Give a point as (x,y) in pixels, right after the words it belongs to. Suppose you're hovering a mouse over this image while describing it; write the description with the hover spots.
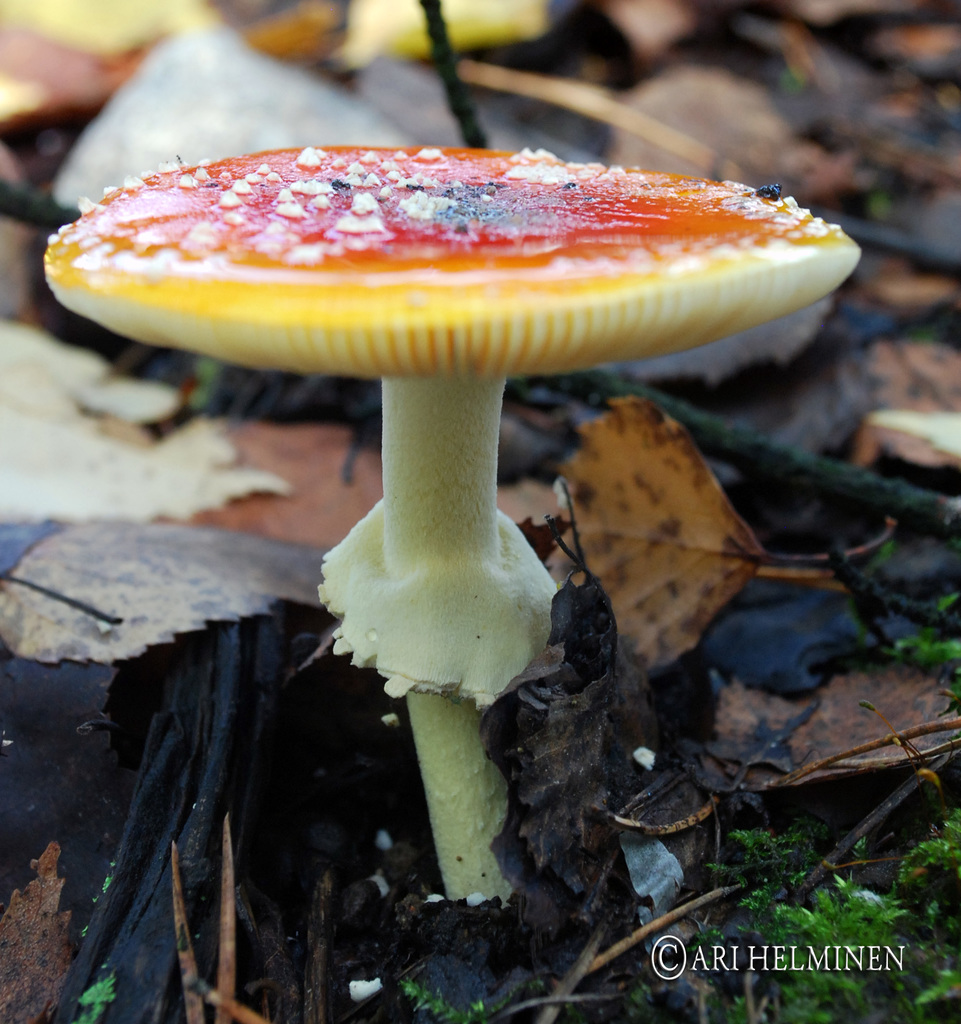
In this picture I can see a mushroom (357,536) in the middle (437,603), in the bottom right hand side (848,953) there is a watermark (848,953), in the background (67,458) there are dried leaves (906,350).
